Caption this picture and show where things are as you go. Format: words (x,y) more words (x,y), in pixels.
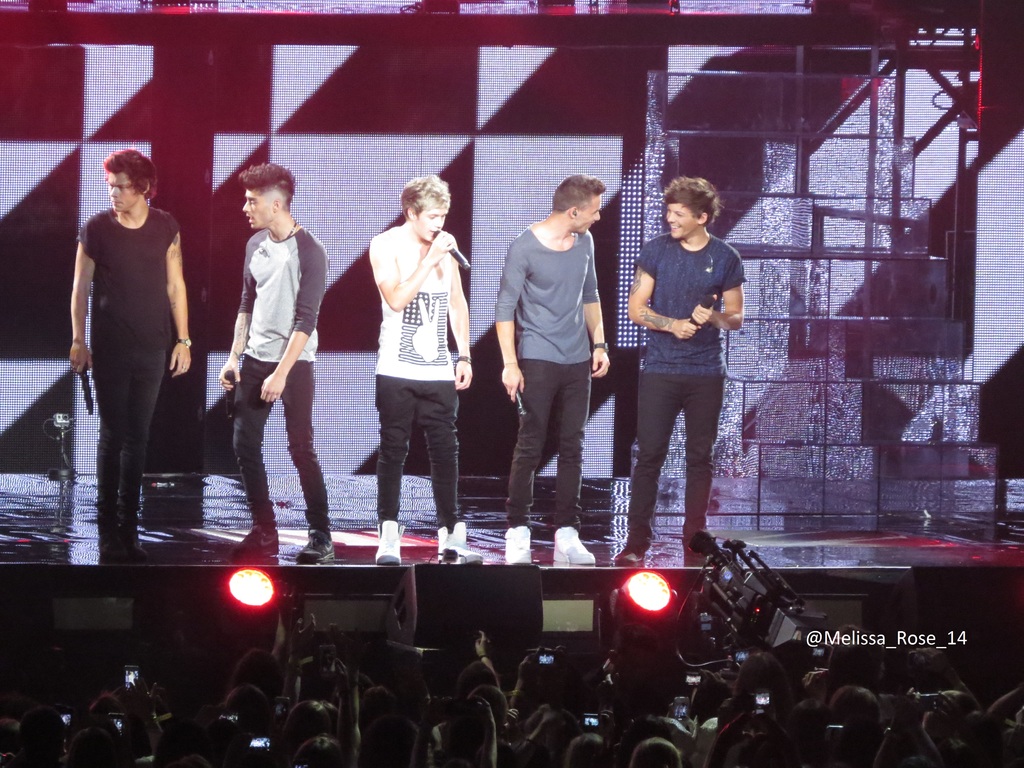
In this picture we can see five men (431,343) are standing on the stage (474,506), they are holding microphones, in the background (461,151) we can see a screen (379,67), there are two lights (624,598) and some people (862,738) at the bottom (649,600), we can also see a camera (762,611) at the bottom (779,617), on the right side (928,633) there is some text (876,639).
